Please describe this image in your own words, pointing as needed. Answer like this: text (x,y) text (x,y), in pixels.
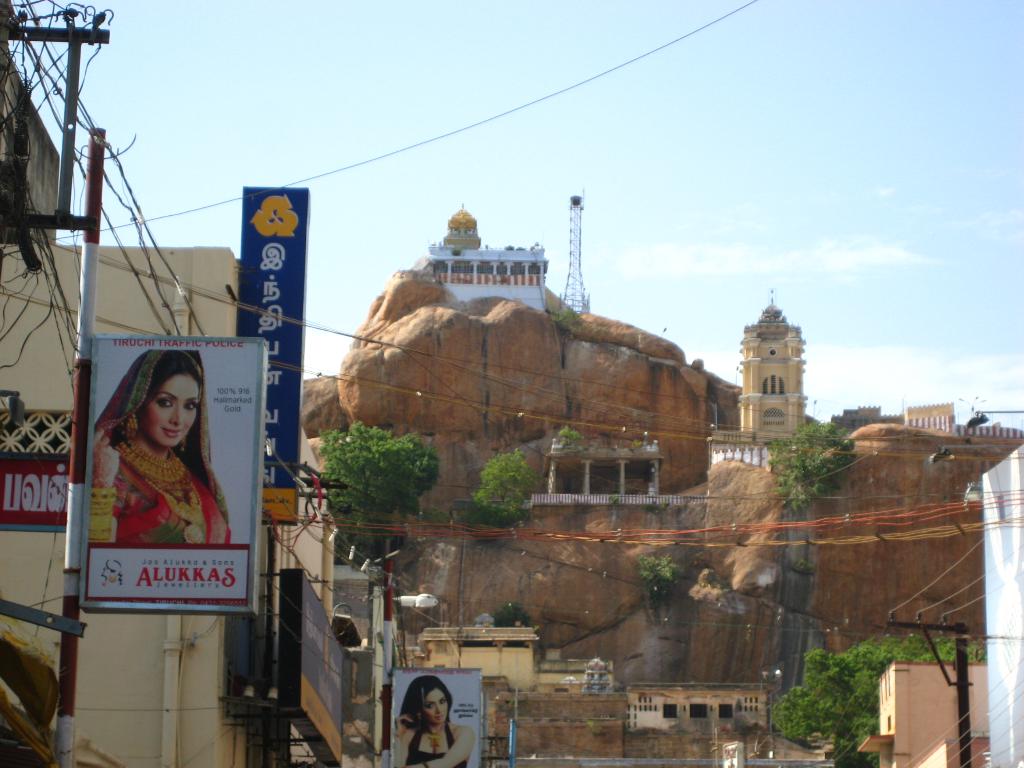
In this picture I can see trees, boards (1016,689), poles (279,560), houses (684,759), lights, cables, a cell tower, rocks (472,593), and in the background (859,168) there is sky (847,179).
